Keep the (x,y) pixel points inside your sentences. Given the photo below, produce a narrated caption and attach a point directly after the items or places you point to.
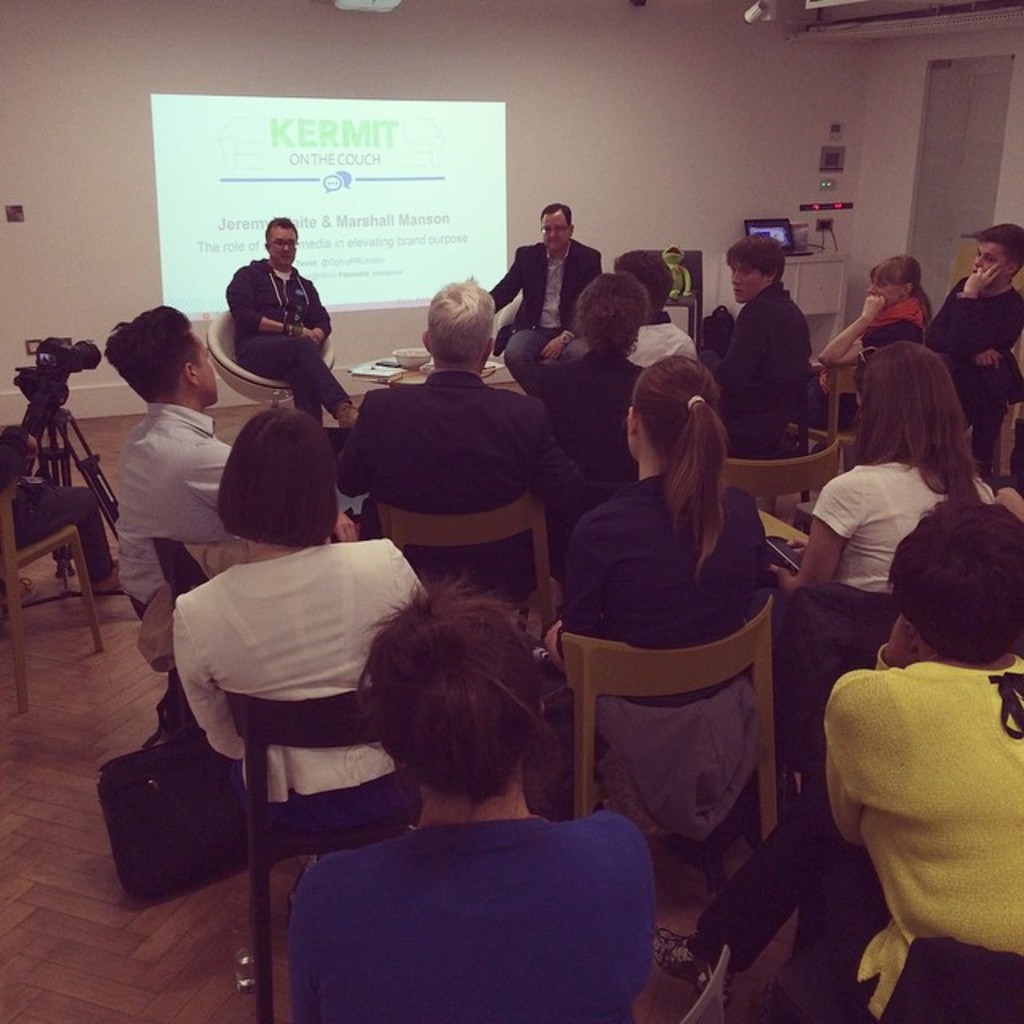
In the image there are few people (368,459) sitting on the chairs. On the left side (63,373) there is a stand (52,414) with a camera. In the background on the wall (75,381) there is a screen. And also there is a table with a monitor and some other things (804,228). And also there is a wall (734,225) with doors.
